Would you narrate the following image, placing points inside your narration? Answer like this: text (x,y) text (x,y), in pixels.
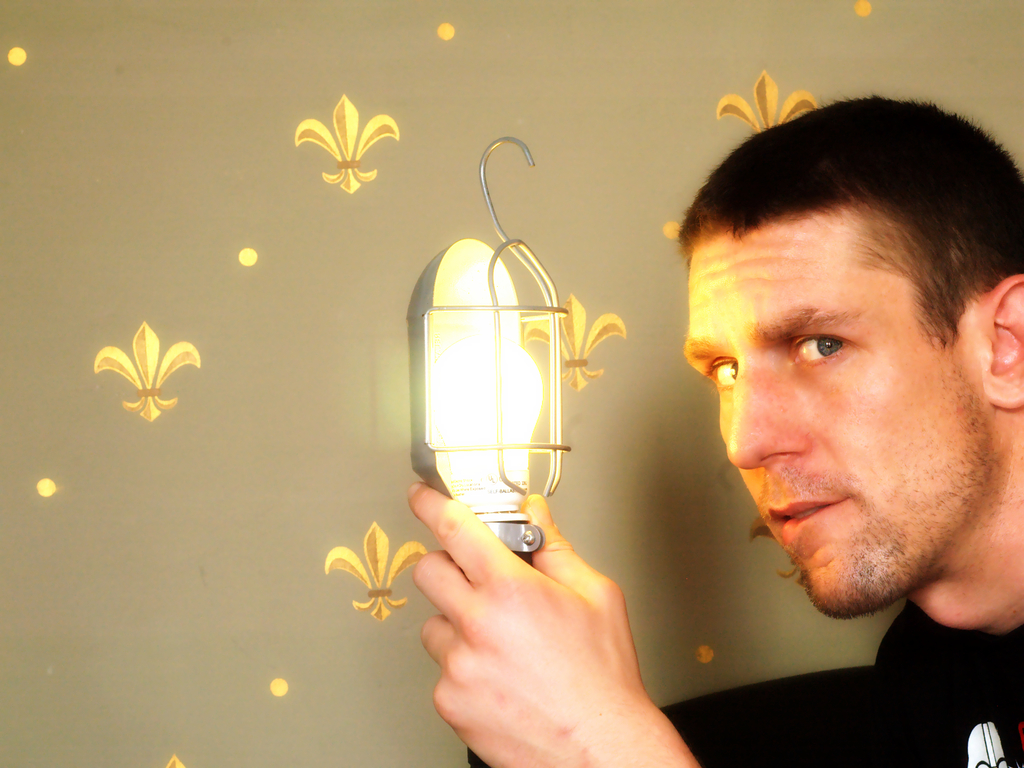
In this image there is a man (761,446) who is holding the light (535,394). In the background (212,220) there is a wall (191,229) on which there is design (355,183).
